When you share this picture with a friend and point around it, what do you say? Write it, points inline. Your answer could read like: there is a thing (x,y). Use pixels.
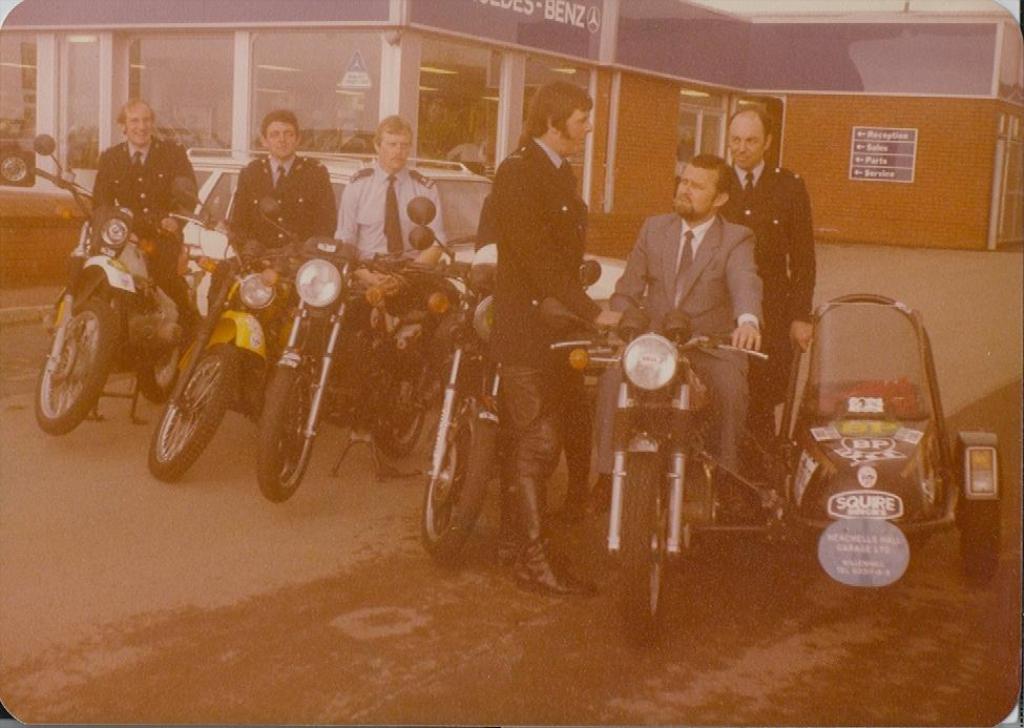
In this image I can see there are persons (703,218) sitting a motorcycle (266,412). And there is a car (462,194) on the ground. And at the back (414,75) there is a building (748,90).
